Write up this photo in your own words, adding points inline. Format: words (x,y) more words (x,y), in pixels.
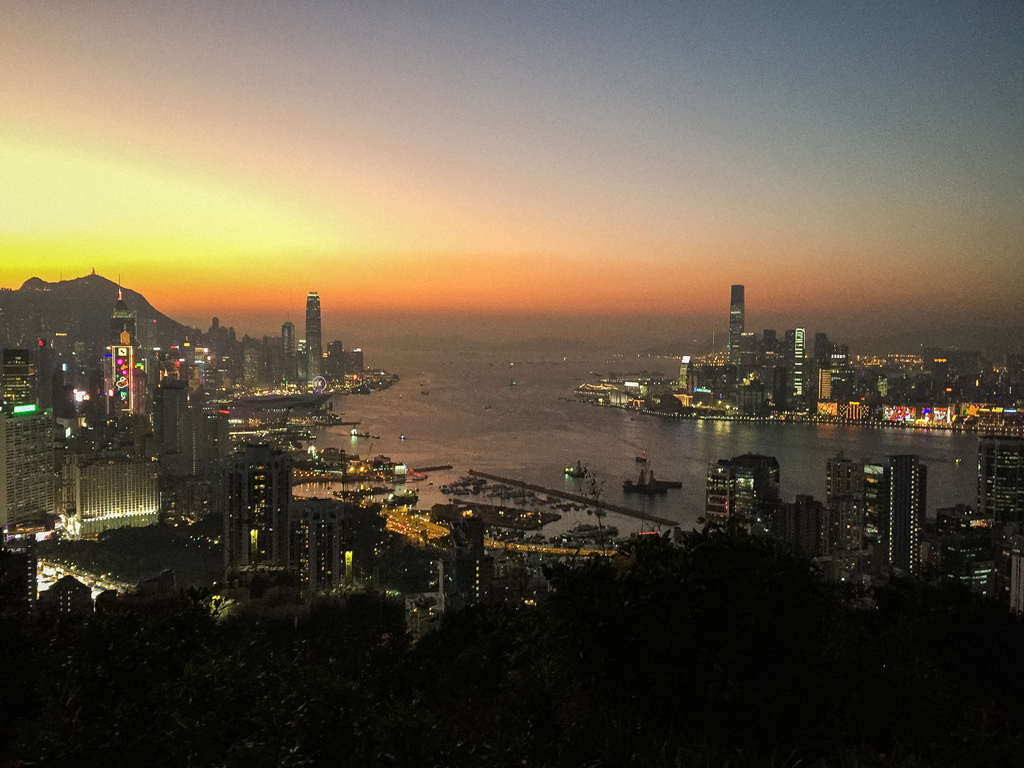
This is the picture of a city (939,570). In this image there are buildings (965,565), trees (161,708) and poles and there are boats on the water (395,418). At the back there is a mountain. At the top (508,146) there is sky (540,118). At the bottom (153,687) there are trees (29,713).
